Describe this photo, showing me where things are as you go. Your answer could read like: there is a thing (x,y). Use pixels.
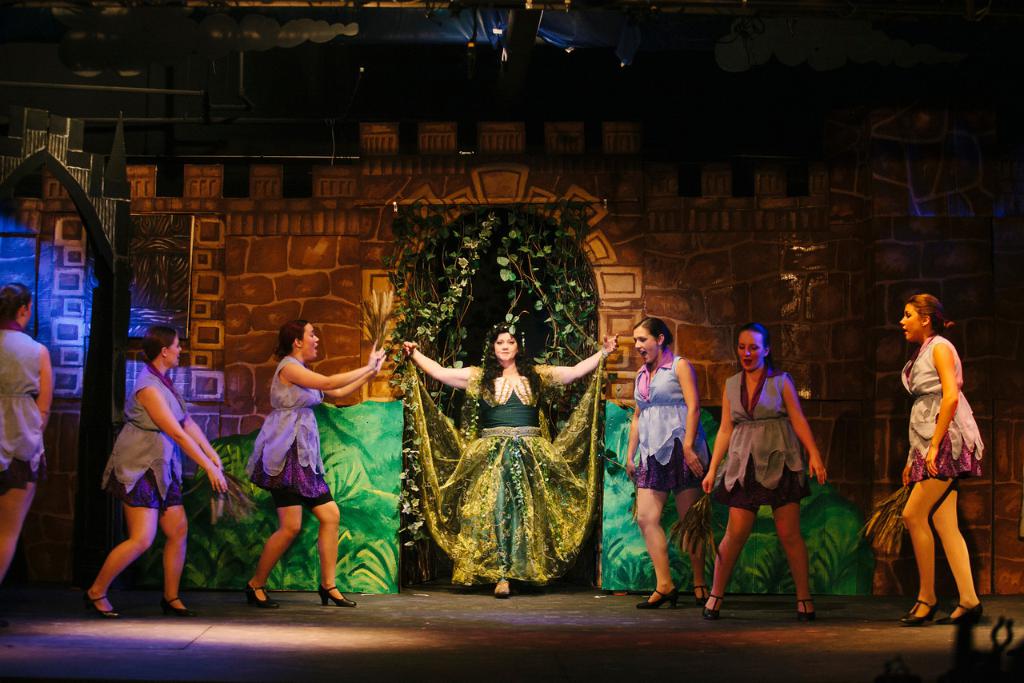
There are girls (566,368) on the stage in the foreground area of the image (536,490), it seems like, they are dancing, there is a stage wall (206,215) and climbers (438,281) in the background (466,305).
